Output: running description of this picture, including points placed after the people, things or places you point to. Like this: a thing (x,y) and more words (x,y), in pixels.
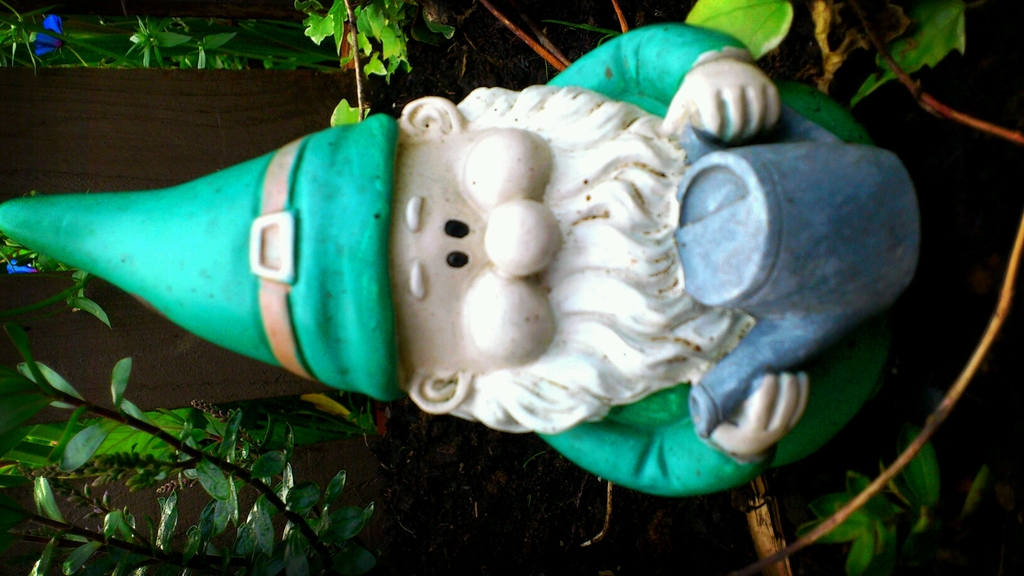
It is a tilted image, there is a small sculpture (600,343) and around that there are many plants (170,439).
